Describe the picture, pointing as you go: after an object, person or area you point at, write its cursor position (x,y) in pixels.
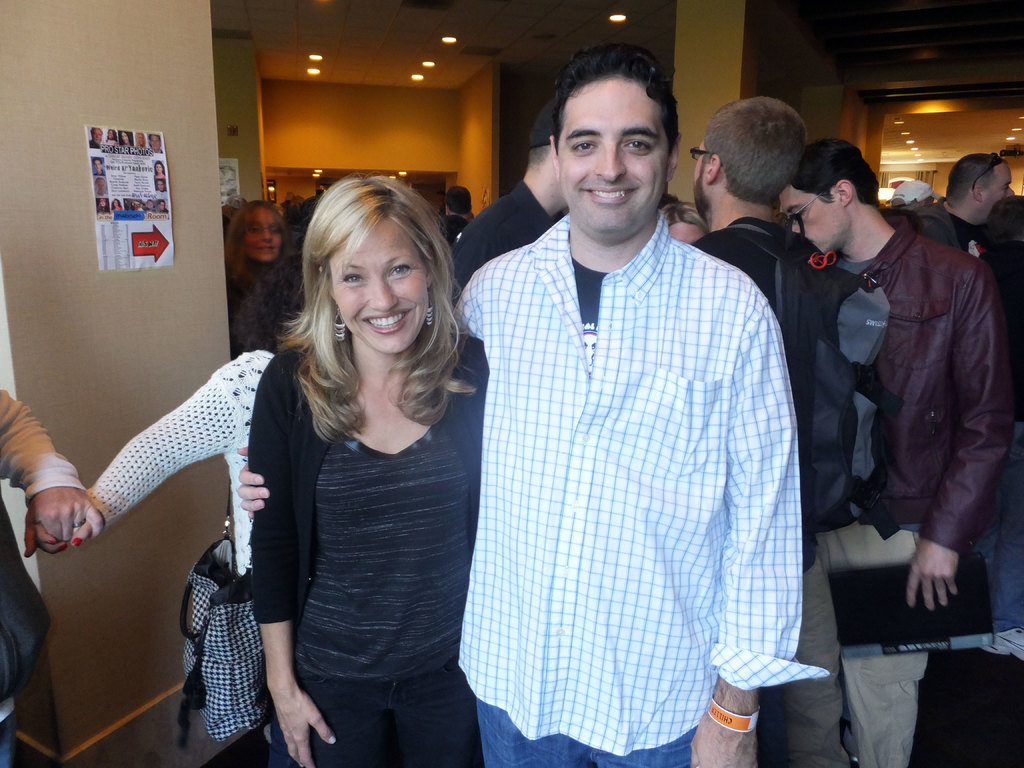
In this image there are a group of people (437,398), in the foreground (345,445) there is one man (655,397) and one woman (375,334) standing and smiling and in the background (316,150) there is wall (255,169) and some posters (225,161) on the wall (22,225). And also we could see some lights (1014,133), at the top (351,34) there is ceiling (524,38) and lights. On the right side (855,542) there is one person (865,251) who is holding something, and on the left side (223,418) there is one person (207,423) who is wearing a handbag (234,683).
